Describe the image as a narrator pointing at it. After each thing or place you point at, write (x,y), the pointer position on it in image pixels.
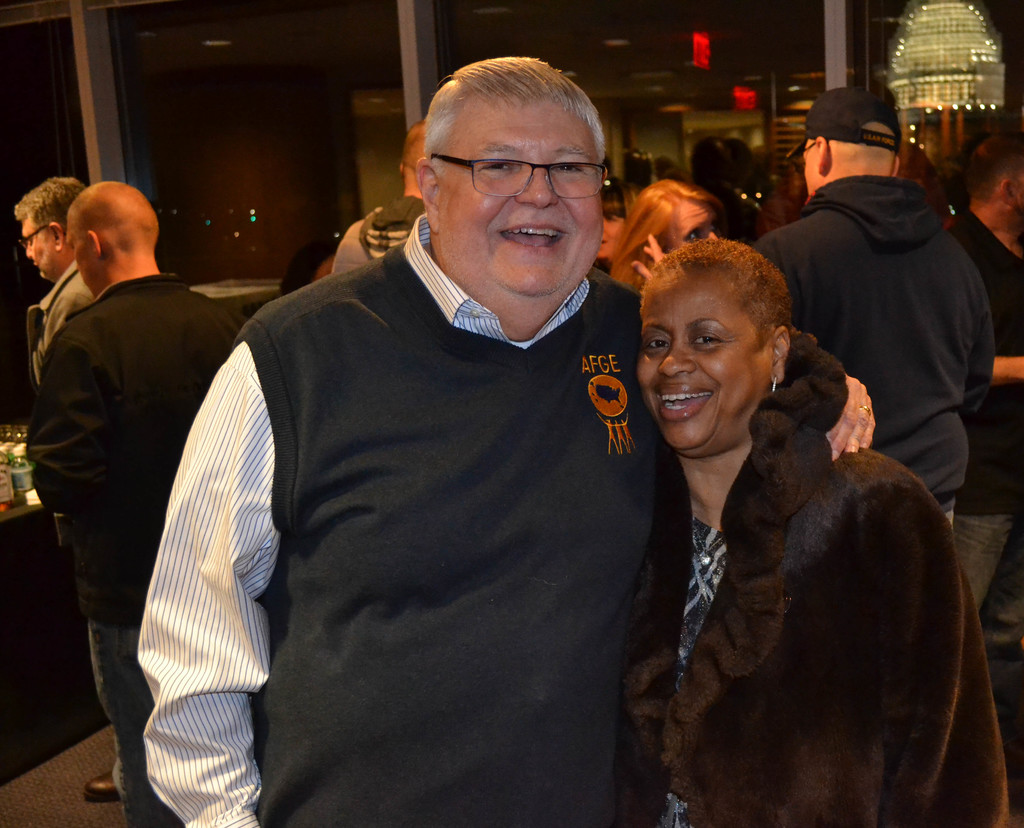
In the picture I can see some people (411,382) are in the room (220,473), side there is a glass window (200,123), we can see table (9,514) on which some bottles (10,460) are placed.
